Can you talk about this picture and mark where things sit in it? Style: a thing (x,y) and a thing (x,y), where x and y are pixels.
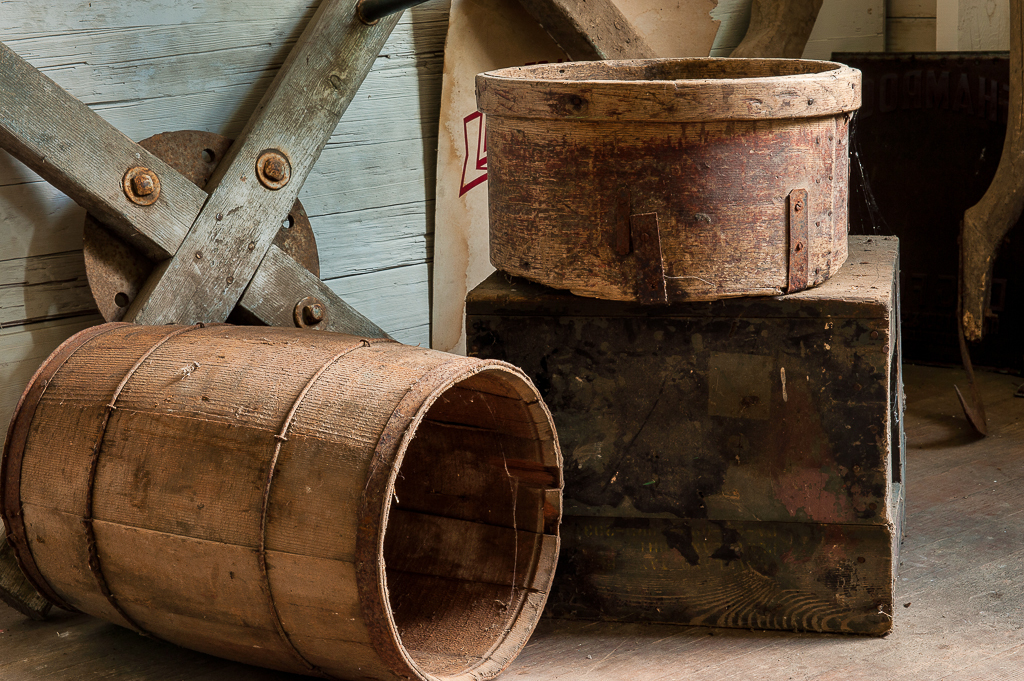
In this image I can see wooden barrel (273,529), box (629,414) and some other wooden objects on the floor (582,655).
